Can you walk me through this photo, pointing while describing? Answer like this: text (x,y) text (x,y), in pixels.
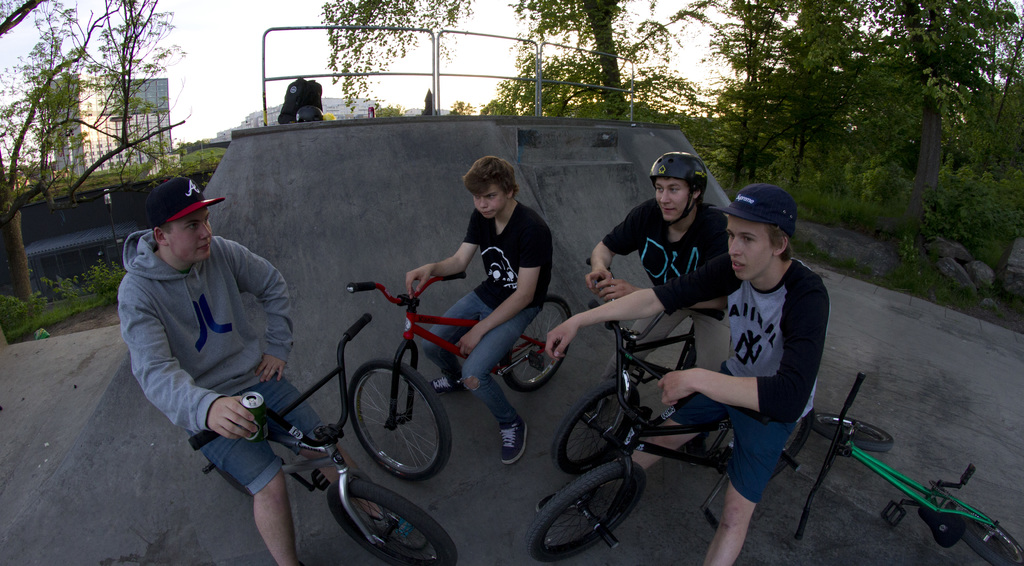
In this image there is a group of four person (450,271) sitting on a bicycle (610,442) near to a structure (423,156). On above a structure (472,135) there is a helmet (311,113), bag (304,102) and coke can (374,113). On the right side (757,19) we can see a trees (1011,175), stones (947,252) and a sky (706,43). On the background (167,113) we can see a building (150,96). On the bottom right corner (973,509) there is a green bicycle (865,449) which lying on the floor (970,416).
